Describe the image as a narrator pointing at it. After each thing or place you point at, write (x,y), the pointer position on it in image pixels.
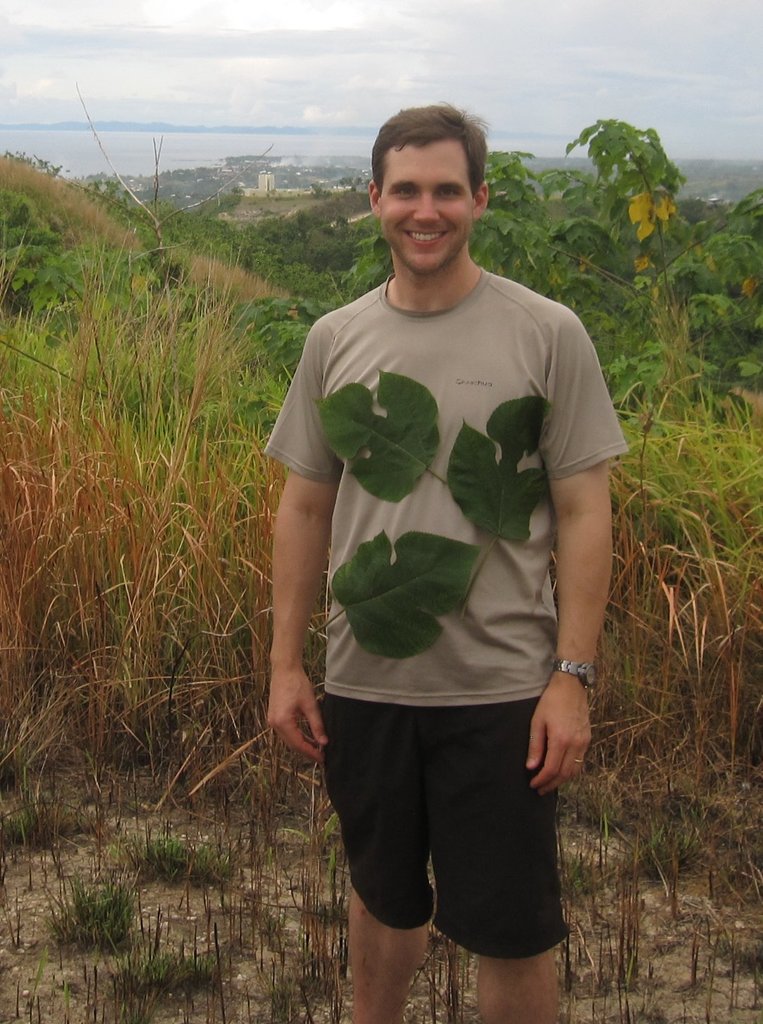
In this picture I can see there is a person (592,480) standing and there are some leaves (386,483) on the t-shirt (450,672) and in the backdrop (185,704) there is grass (143,339), plants (52,298) and the sky (174,97) is cloudy.
